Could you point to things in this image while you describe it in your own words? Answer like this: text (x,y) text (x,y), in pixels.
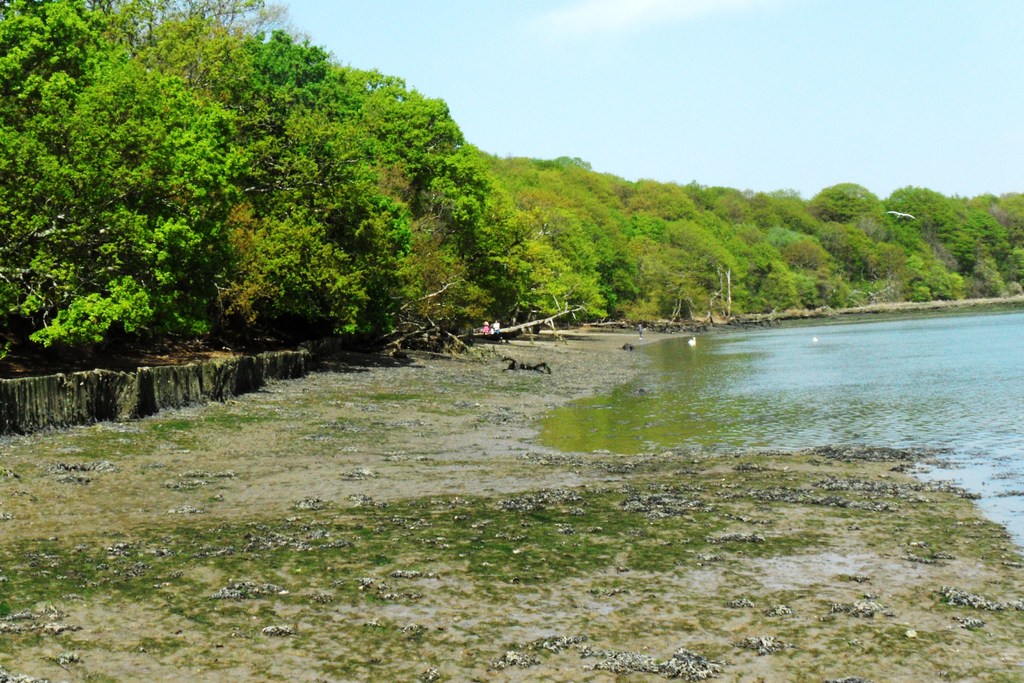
In the image there is a water surface (857,377) and around that there are plenty of trees (919,197).
